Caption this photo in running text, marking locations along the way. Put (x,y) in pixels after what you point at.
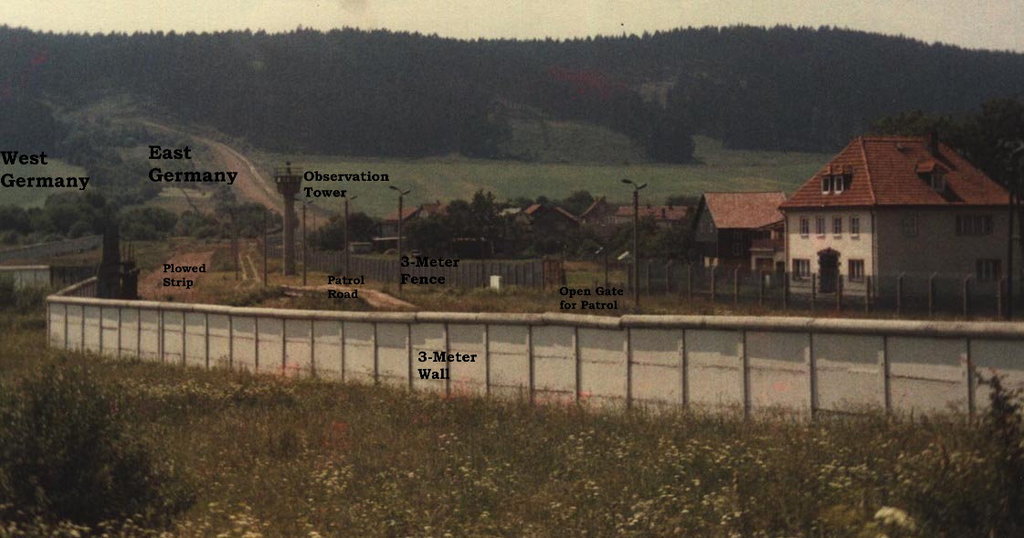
This is an edited image. In this image there are buildings (896,274), in front of the buildings (772,253) there are street lights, trees (566,247), plants (127,159), grass (20,350), fencing wall (556,324), path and in the background (1009,31) there is the sky (678,15).
